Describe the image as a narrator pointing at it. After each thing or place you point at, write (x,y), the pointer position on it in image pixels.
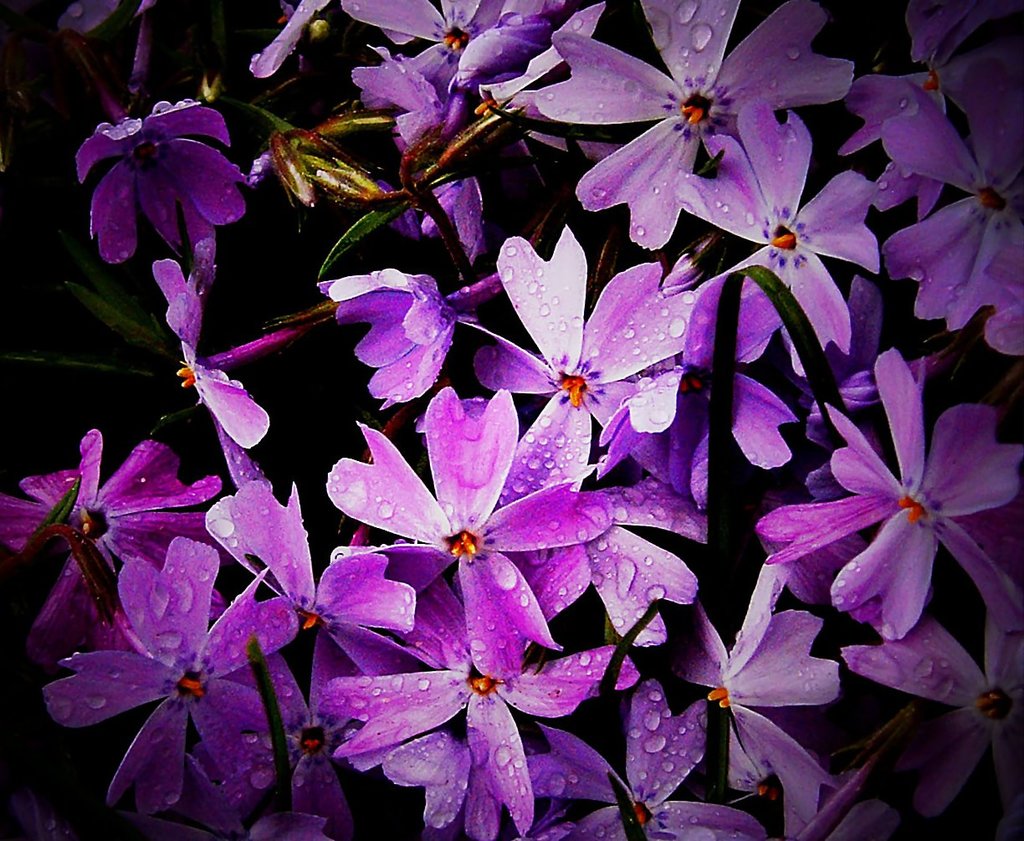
In this image I see flowers (474,397) which are of purple in color and I see water droplets (568,432) on it and I see that it is dark in the background (338,441) and I see few green leaves (78,292).
